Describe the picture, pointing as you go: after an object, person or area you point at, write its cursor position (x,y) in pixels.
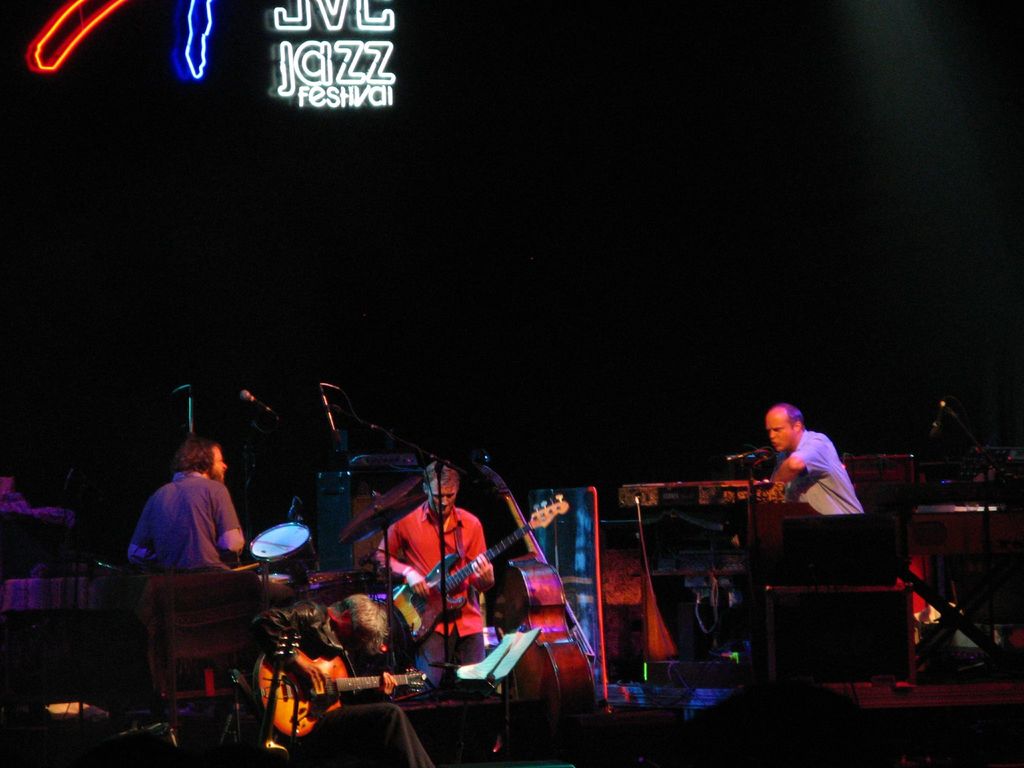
It seems like a musical concert is going on. Few musicians (171,534) are playing music systems (771,506). In the background (268,372) it is dark. On the top (300,84) it is written 'jazz festival.'
